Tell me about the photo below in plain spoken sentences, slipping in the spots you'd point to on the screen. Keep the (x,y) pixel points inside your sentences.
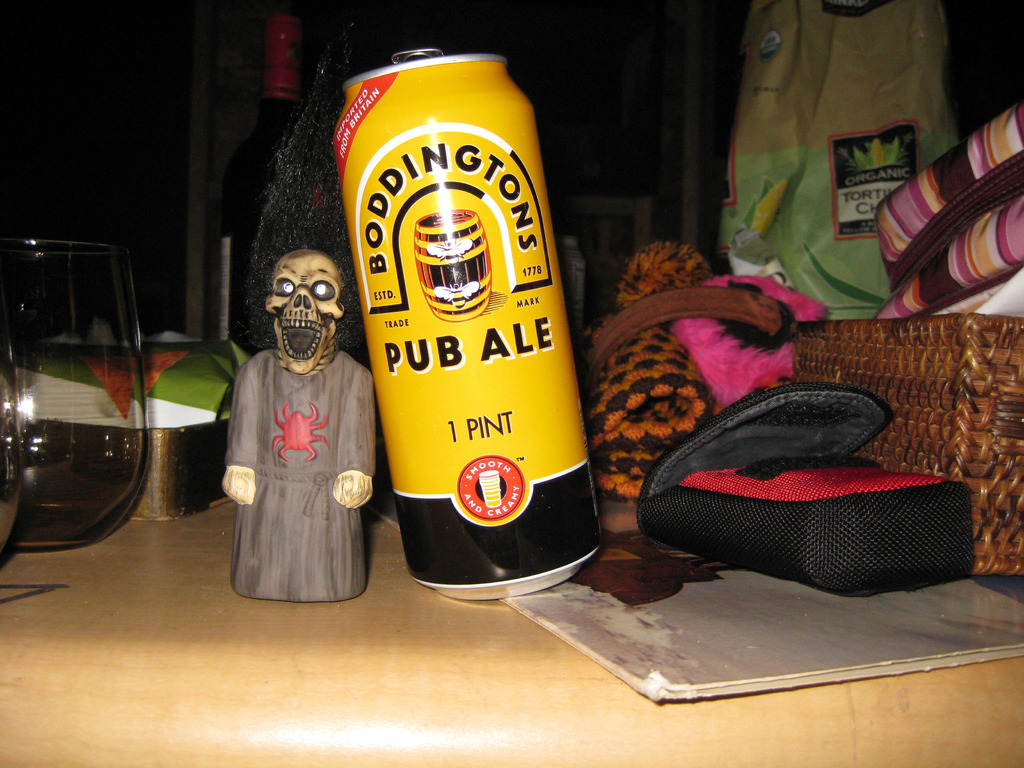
In this image there is a beer can (524,372) on the table (451,691) having bag (842,531), glasses (100,479), toy (297,466), basket (911,364) and few objects (883,508). Right side (886,376) there is a basket (932,387) having bags (950,251) and few objects (822,220).
